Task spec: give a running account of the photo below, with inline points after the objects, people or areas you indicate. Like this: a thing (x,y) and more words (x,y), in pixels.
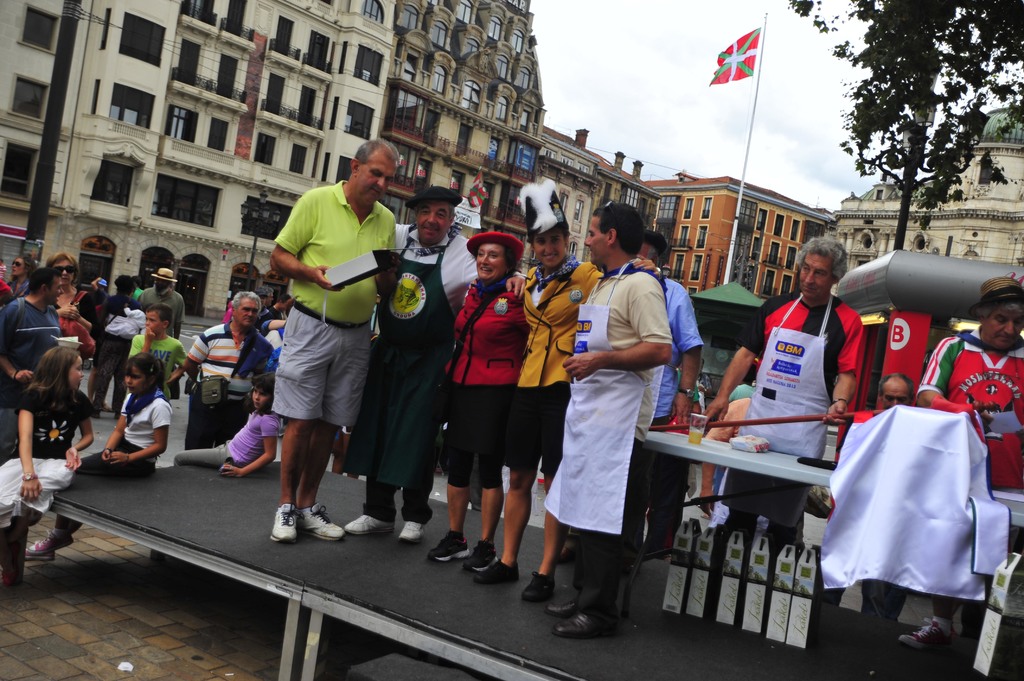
In this image we can see some people (349,290) standing on the stage (709,663) and we can also see buildings (344,15), flag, vehicles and tree (904,3).
